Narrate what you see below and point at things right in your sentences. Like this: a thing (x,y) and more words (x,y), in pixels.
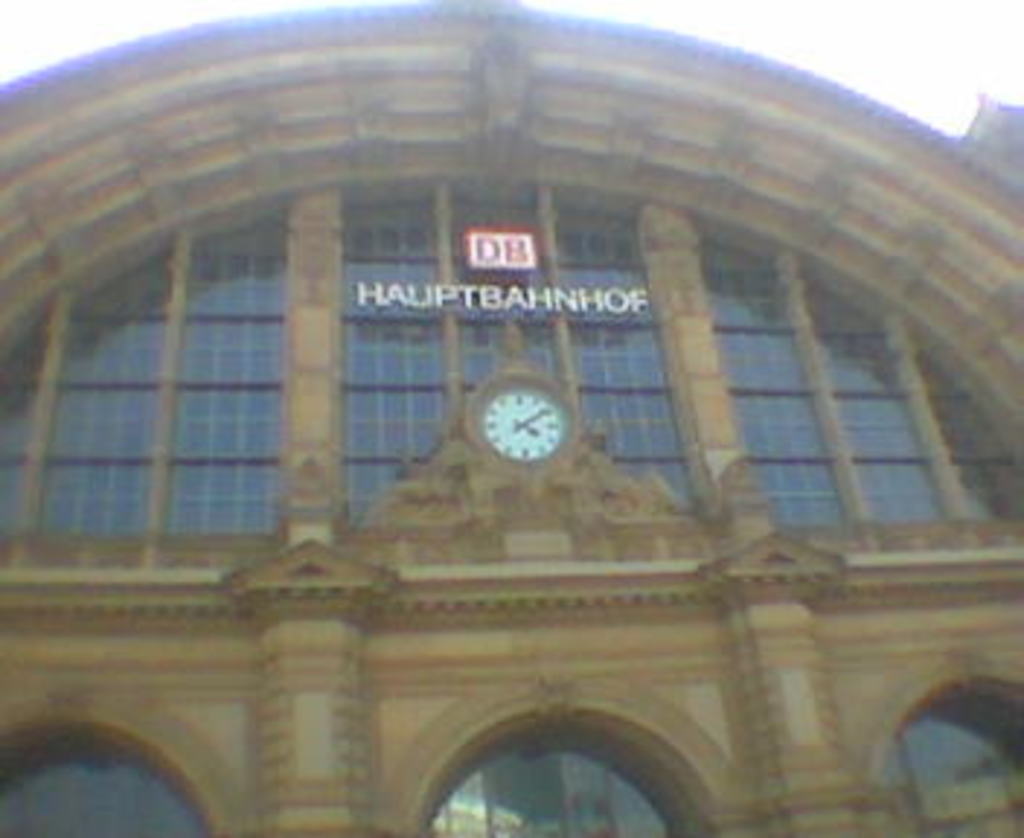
In this picture we can see the building (342,718) and clock (528,426) is attached to the building (491,398).
